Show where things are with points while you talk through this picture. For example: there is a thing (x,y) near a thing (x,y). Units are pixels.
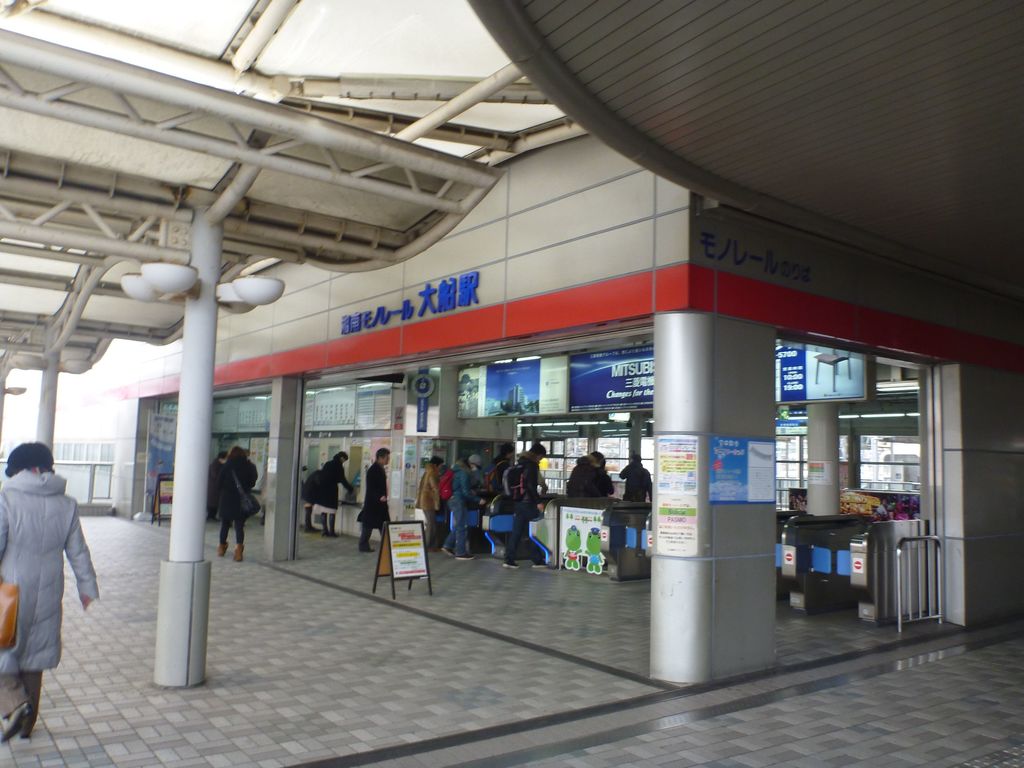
In this image we can see a group of people (478,457) standing on the floor (510,572). We can also see some pillars (266,532), a roof (48,333) with the metal poles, some boards (748,261) with text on them, some papers (668,528) pasted on a pillar (736,515) and a metal fence (908,575).
